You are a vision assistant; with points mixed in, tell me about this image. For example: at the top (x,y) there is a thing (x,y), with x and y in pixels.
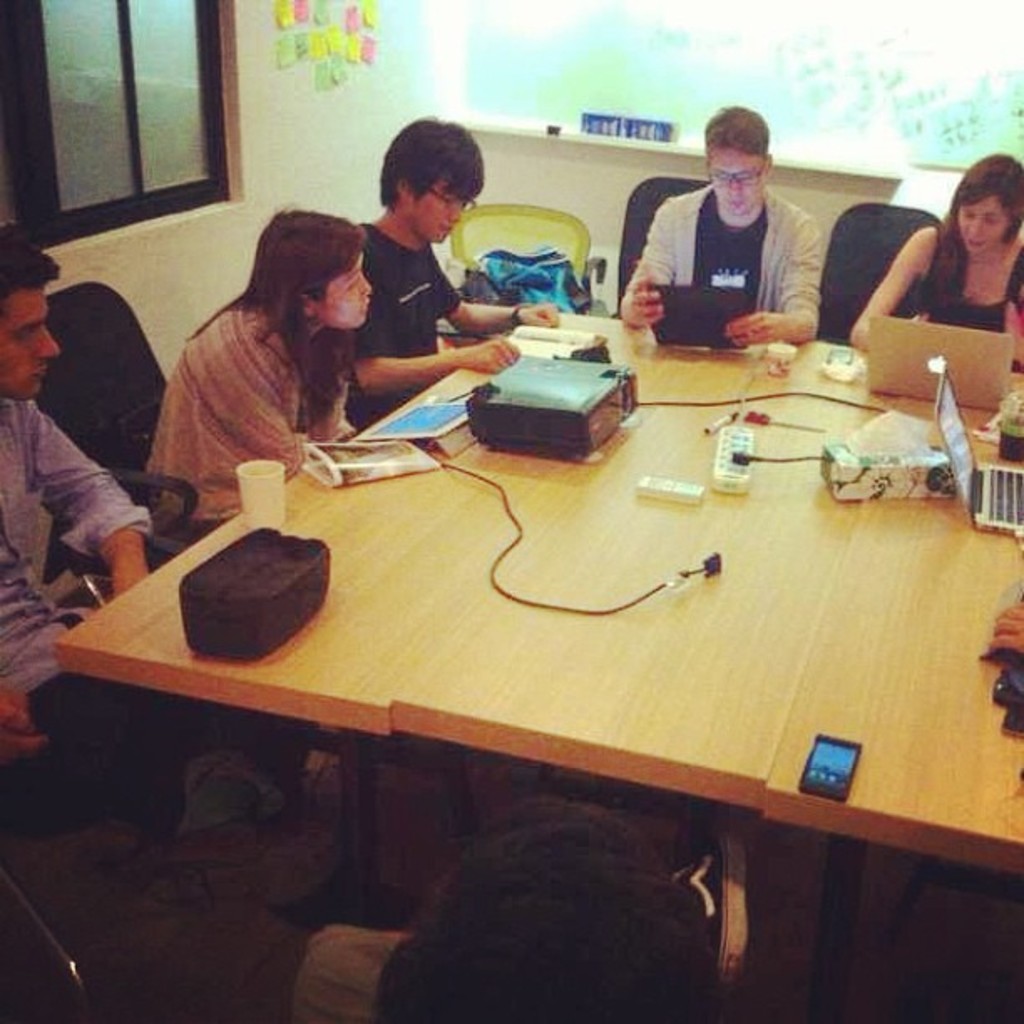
On the table (962,728) we can see projector (627,393), cables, socket (741,480), tissue papers (917,438), tissue box (891,461), laptops (1019,490), mobile phone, book (564,347), file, papers (353,451), water glass (270,479), pen (724,424), scissor (770,421), cup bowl (828,362) and other object (1018,400). On the right (945,222) there is a woman (956,274) who is sitting on the chair (881,239) and looking in the laptop (966,339). Beside her we can see a man (748,275) who is wearing spectacle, hoodie (782,243) and t-shirt (751,236). On the left (54,471) we can see a man (9,433) who is sitting near to the woman (240,407). Beside her we can see another man (419,284) who is wearing black t-shirt (428,264) and spectacle (454,194). This three persons (338,296) are sitting near to the window (93,62). Here we can see clothes (539,271) on yellow chair (529,236).
